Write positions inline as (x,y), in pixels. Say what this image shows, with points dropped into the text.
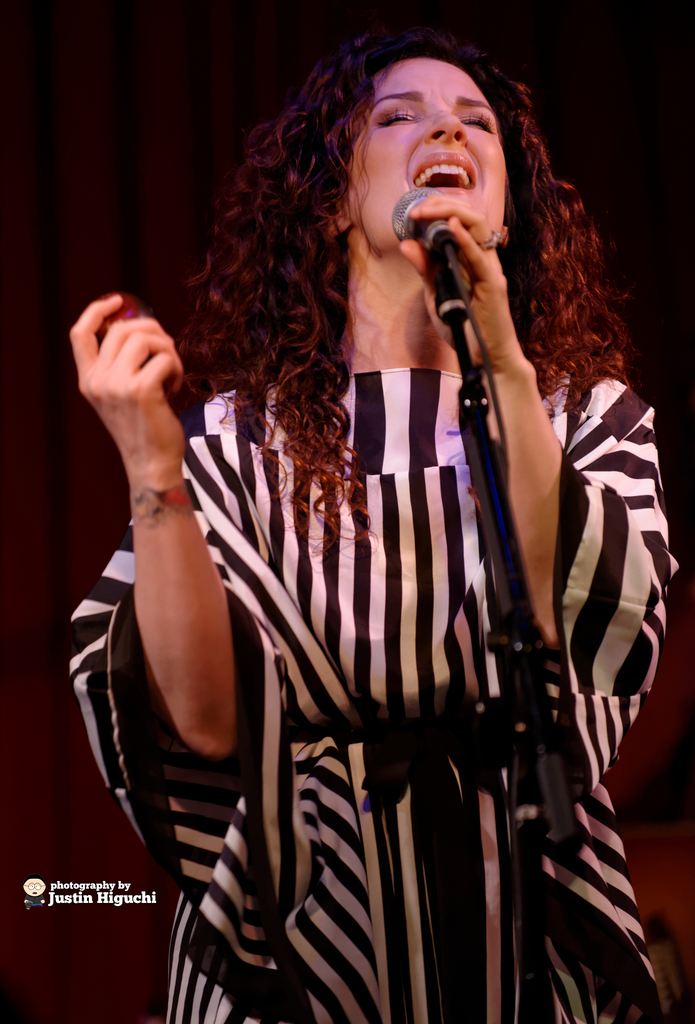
A woman (82,322) is standing she wear a white black dress (408,733). She is holding a microphone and singing.
